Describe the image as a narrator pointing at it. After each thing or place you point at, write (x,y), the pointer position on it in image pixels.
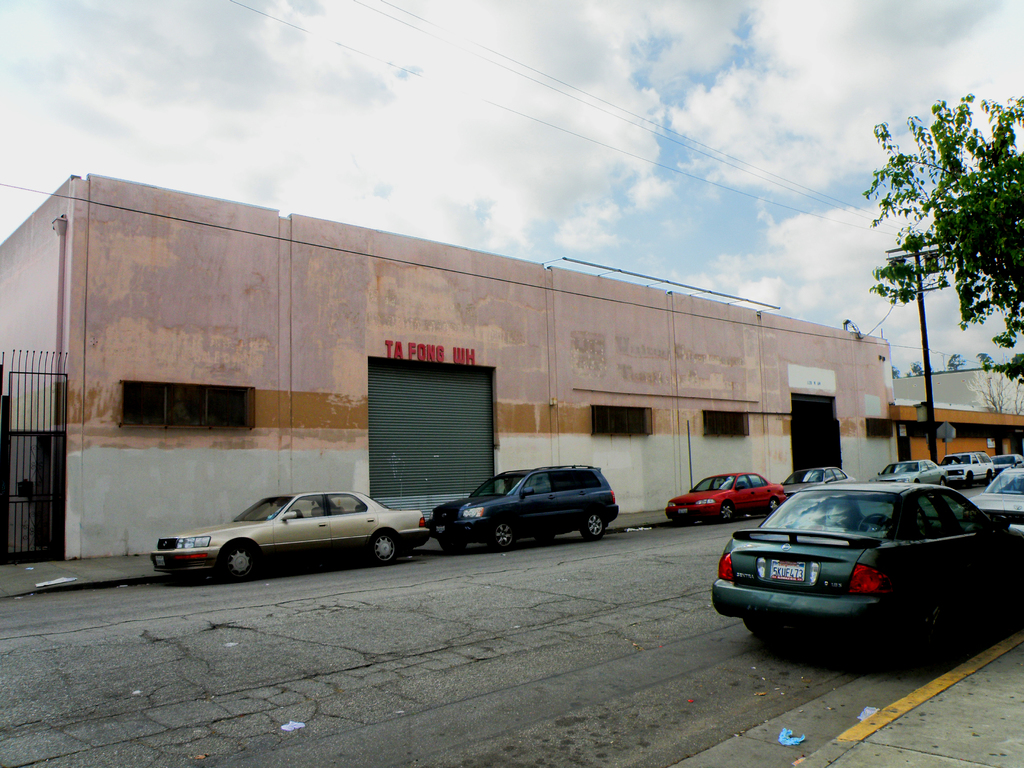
In the center of the image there is a road (614,693). There are vehicles (512,474) on the road (552,623). In the background of the image (36,229) there is a building (823,330). There is a gate (54,391). There is a tree (992,196). There is a electric pole (923,358).
